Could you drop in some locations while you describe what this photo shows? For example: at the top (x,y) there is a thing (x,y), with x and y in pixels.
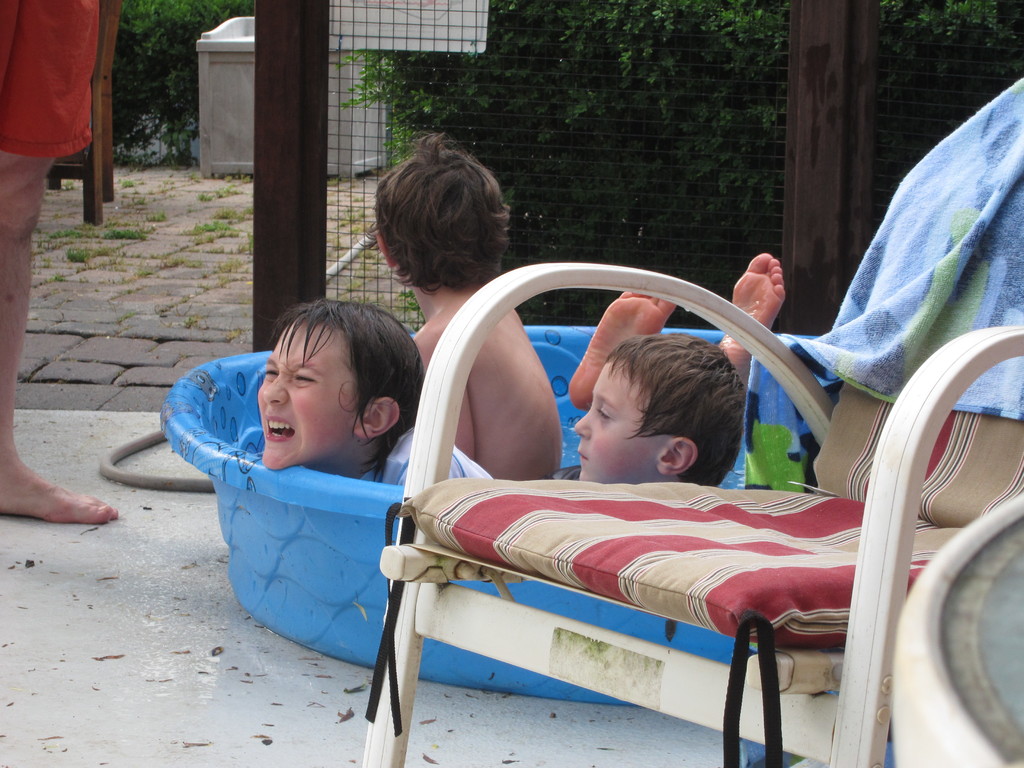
In this picture we can see three boys (530,408) are in a tub (249,422) and aside to this we have a chair (804,367) with towel (841,356) on it and in the background (317,277) we can see tree (193,62), fence (280,59), chair (104,70), some person (73,84) standing, pipe (153,487).
